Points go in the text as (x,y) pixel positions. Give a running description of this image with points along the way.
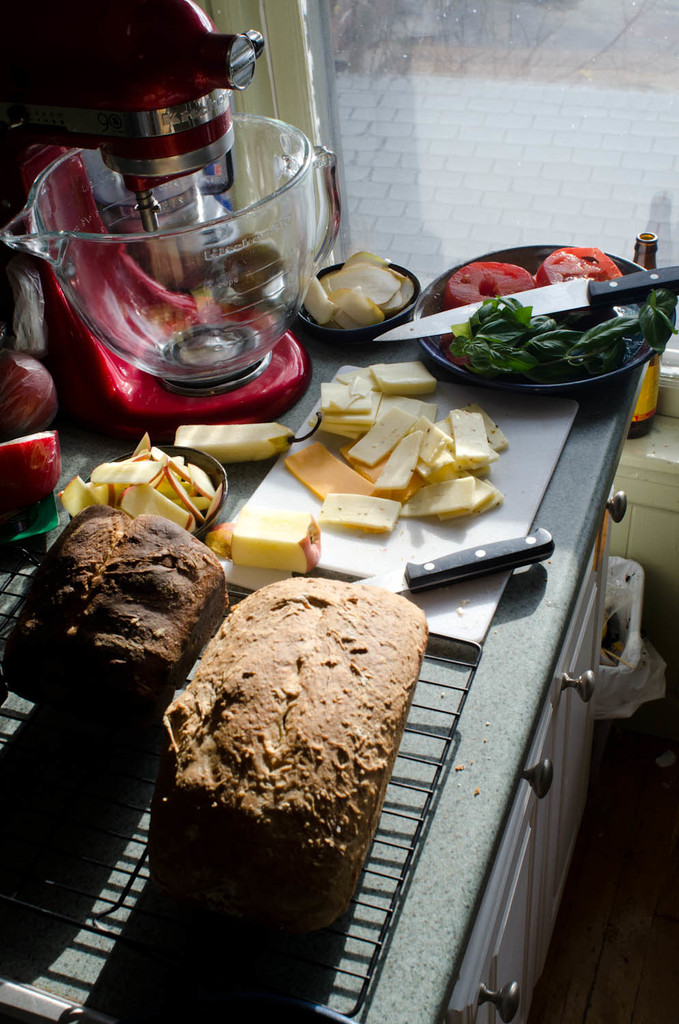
In this image, we can see a drawer table (573,588) contains bread (275,686), apple slices (197,482), knives (554,312), vegetables (588,275), plates (444,366) and food mixer (209,248). There is a bottle (643,237) in front of the window (541,159).
